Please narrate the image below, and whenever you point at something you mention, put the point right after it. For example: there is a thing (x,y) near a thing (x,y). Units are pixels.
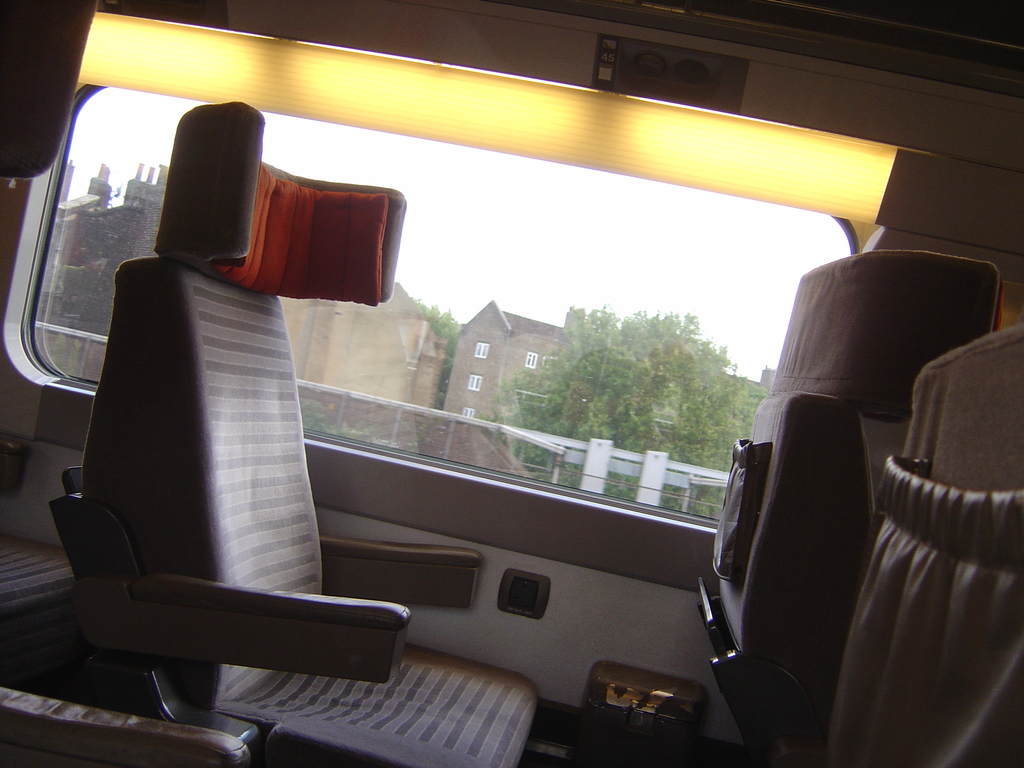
This image consists of a vehicle (547,728) in which there are seats (282,570). In the front (604,250), there is a window (554,408) through which buildings (549,352) and trees (603,383) are seen.
